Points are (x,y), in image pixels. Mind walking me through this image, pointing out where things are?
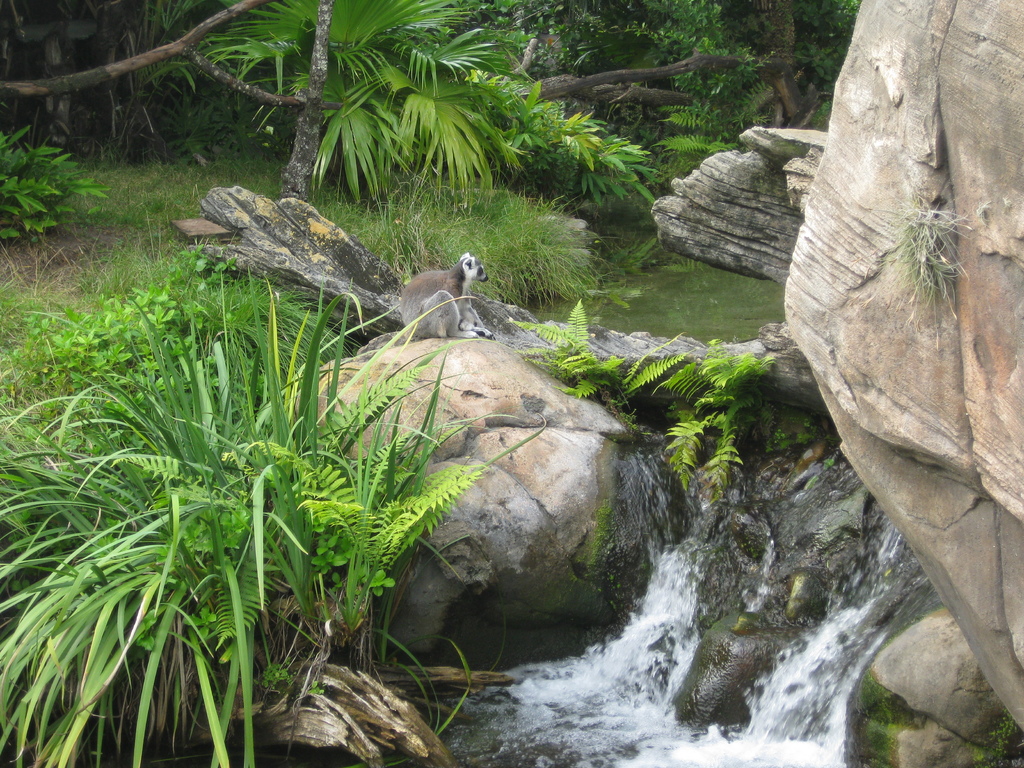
In the center of the image (436,290) there is a lemur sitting on the rocks (506,501). On the right side of the image (943,653) we can see rocks (719,642) and water (666,581). On the left side of the image (48,582) we can see trees (31,93), plants (218,556) and rocks (271,203).
